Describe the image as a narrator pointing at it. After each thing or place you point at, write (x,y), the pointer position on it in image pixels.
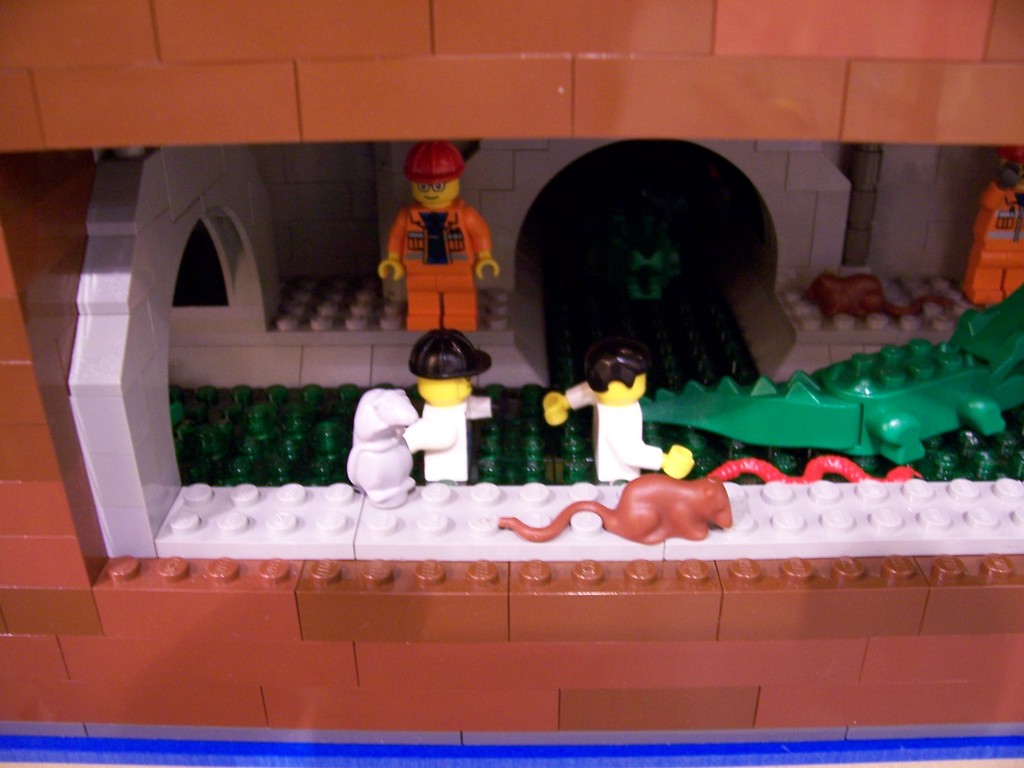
In this image there are few toys (435,222) of human (437,331) and few animals (711,480).
